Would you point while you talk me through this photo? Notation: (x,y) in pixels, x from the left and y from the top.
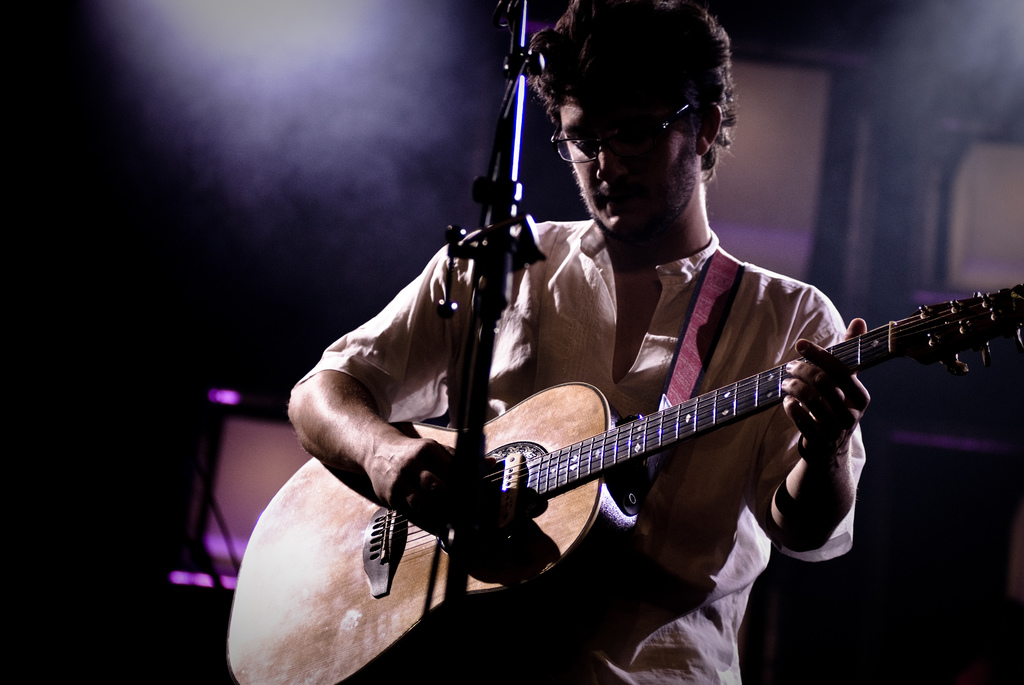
A man (548,355) is playing guitar (527,433). he is wearing white shirt (580,270) and glasses (615,147). In front of him there is a mic (473,438).
